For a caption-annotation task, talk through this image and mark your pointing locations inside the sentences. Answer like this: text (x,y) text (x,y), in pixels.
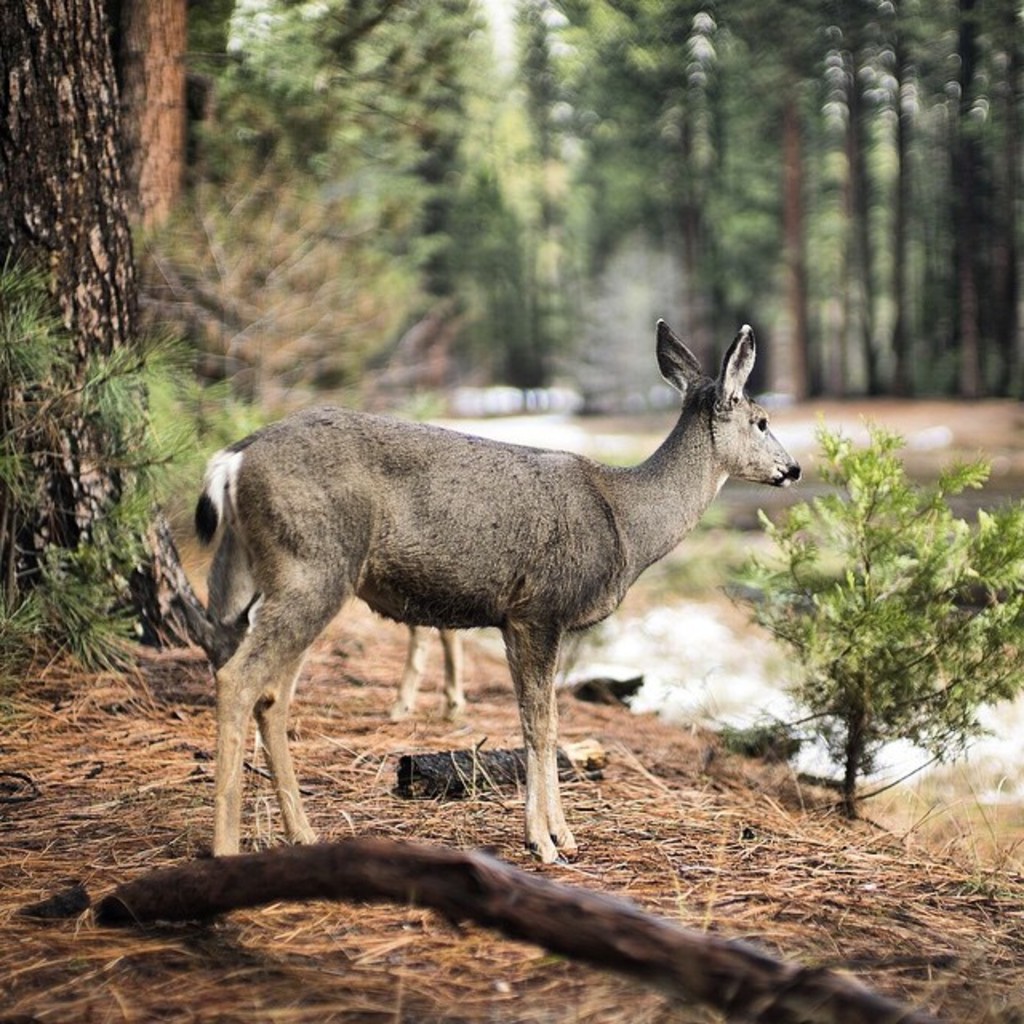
We can see animals (303,825) on the ground (568,864). We can see plants (10,382), wooden objects (329,885) and snow (990,714). In the background (1023,308) it is blurry and we can see trees (736,246).
